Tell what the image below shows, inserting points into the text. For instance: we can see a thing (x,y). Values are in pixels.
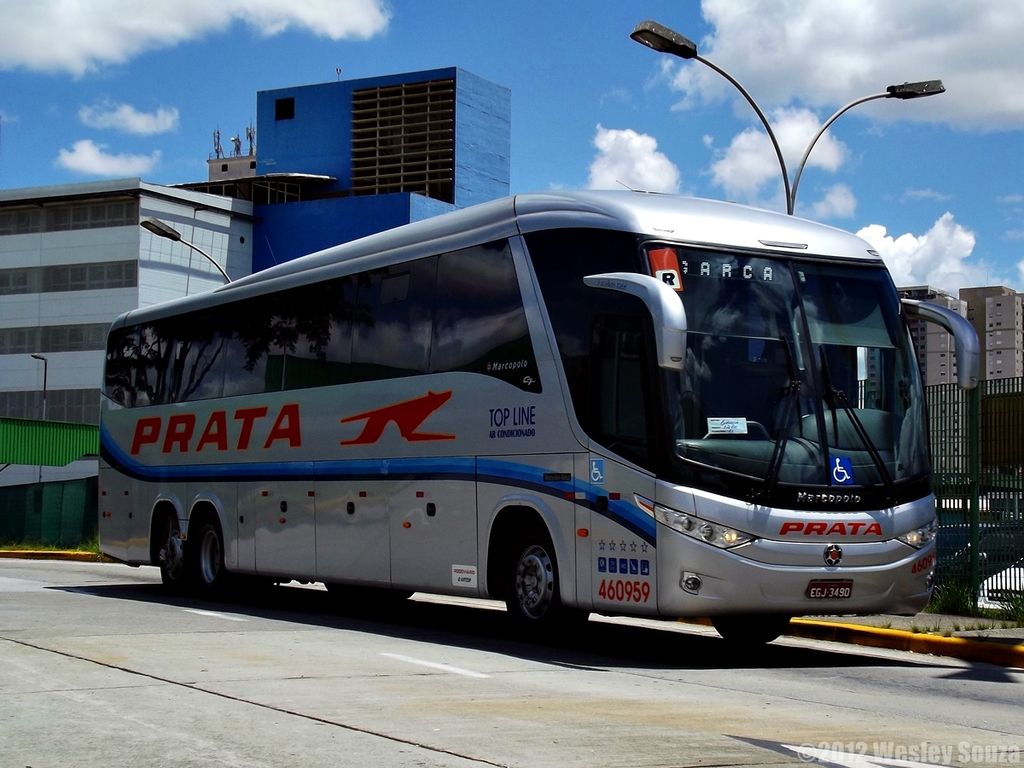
In this picture we can see a vehicle (705,473), glass objects (600,418), some fencing (961,434), street lights (730,77), buildings (191,214) and the grass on the ground (968,646). We can see a watermark (941,755) and some text (826,752) in the bottom right (865,750). There is the cloudy sky (527,100) visible on top (898,141).
